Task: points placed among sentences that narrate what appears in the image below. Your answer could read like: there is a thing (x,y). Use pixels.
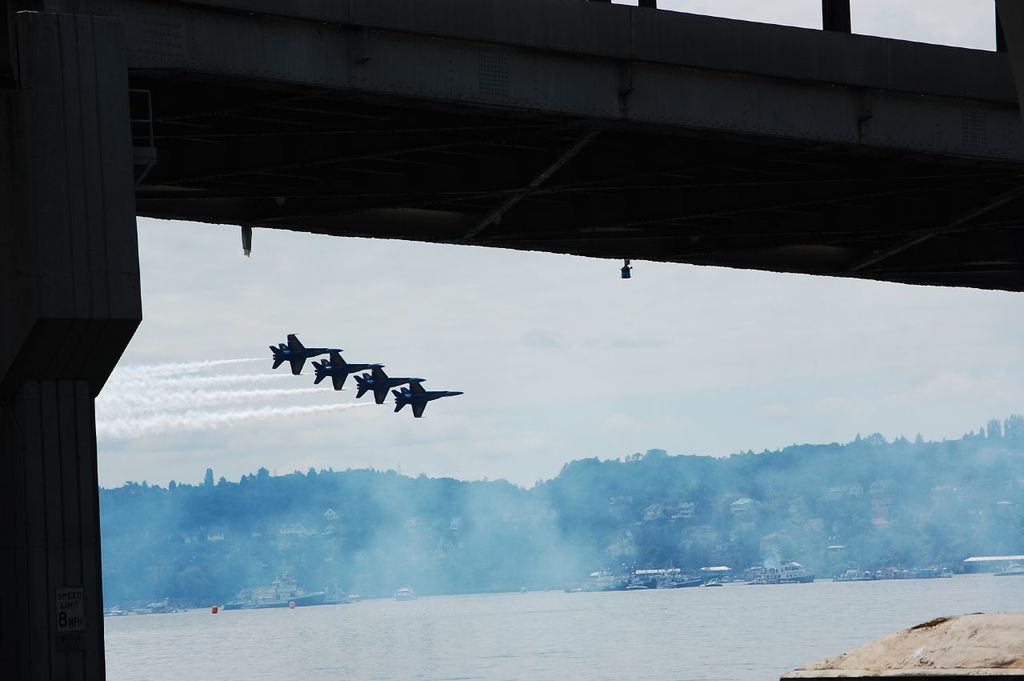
In this image there are a few fighter jets (316,381) in the air (412,363), below them there is water (381,622), on the water (376,612) there are a few boats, in the background of the image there are trees (413,509) and mountains (555,496), at the top of the image (67,195) there is a bridge (783,118) with a pillar (92,491).
